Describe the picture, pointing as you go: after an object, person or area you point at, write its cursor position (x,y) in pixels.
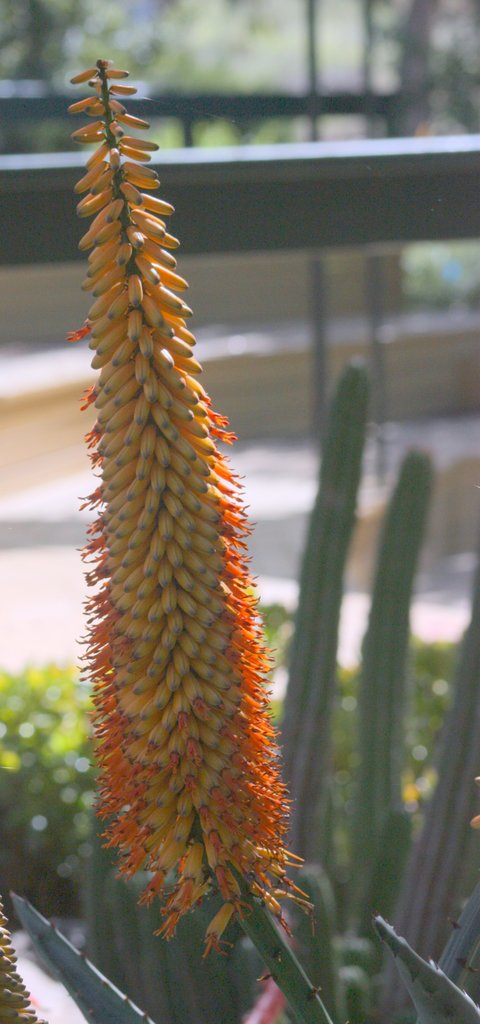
In this image, I can see the buds (178,719) to a stem (277,955) and the plants (350,747). There is a blurred background (345,742).
